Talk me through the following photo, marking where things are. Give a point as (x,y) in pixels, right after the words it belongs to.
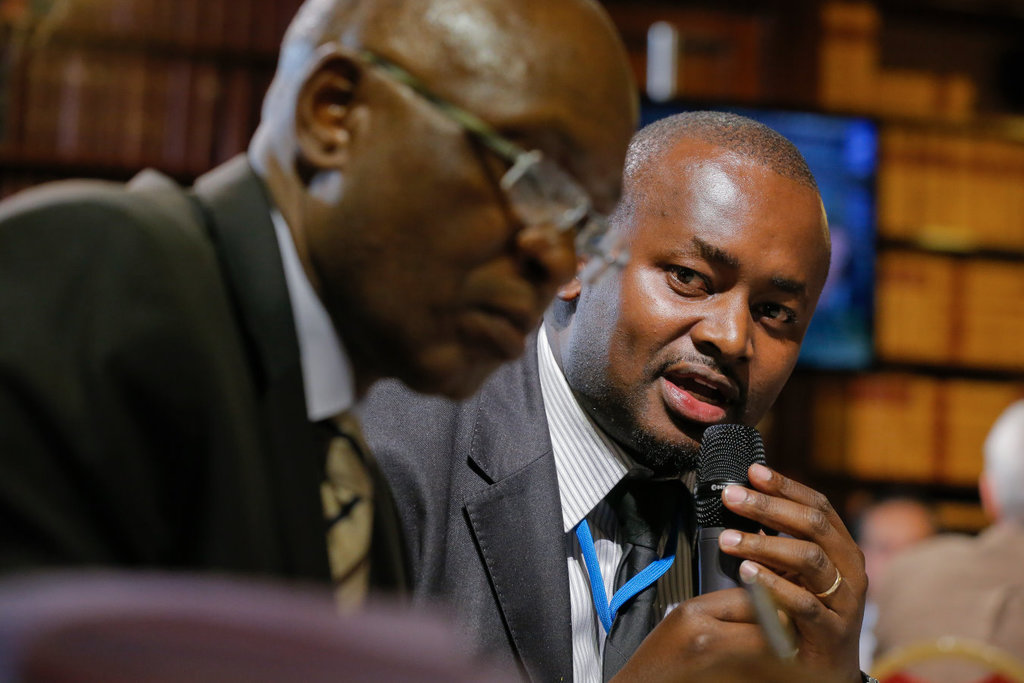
Here we can see two men (313,141) in this picture, the person (741,199) on the right side (764,196) is speaking in the microphone (719,458) present in his hand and behind him we can see people (1017,430) sitting on chairs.
